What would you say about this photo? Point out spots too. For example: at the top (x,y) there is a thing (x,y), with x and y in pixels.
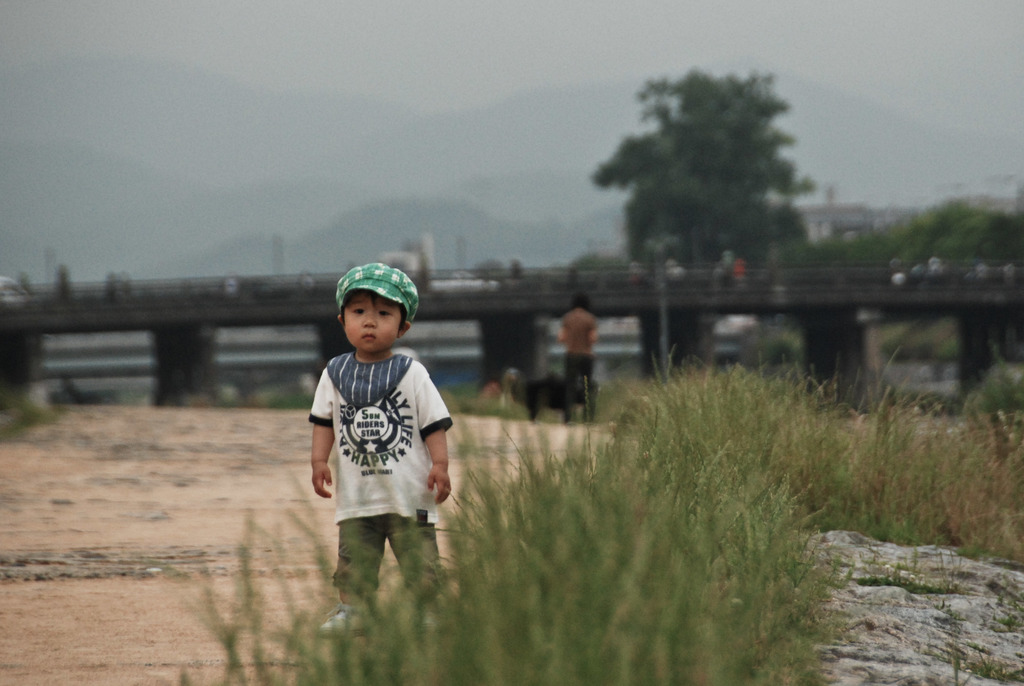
In this image, we can see a kid (348,439) is standing on the ground (289,572) and wearing a cap (398,286). Here we can see few plants (812,462). Background (974,275) there is a bridge (678,352), few people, tree (679,221) and sky (636,67).
